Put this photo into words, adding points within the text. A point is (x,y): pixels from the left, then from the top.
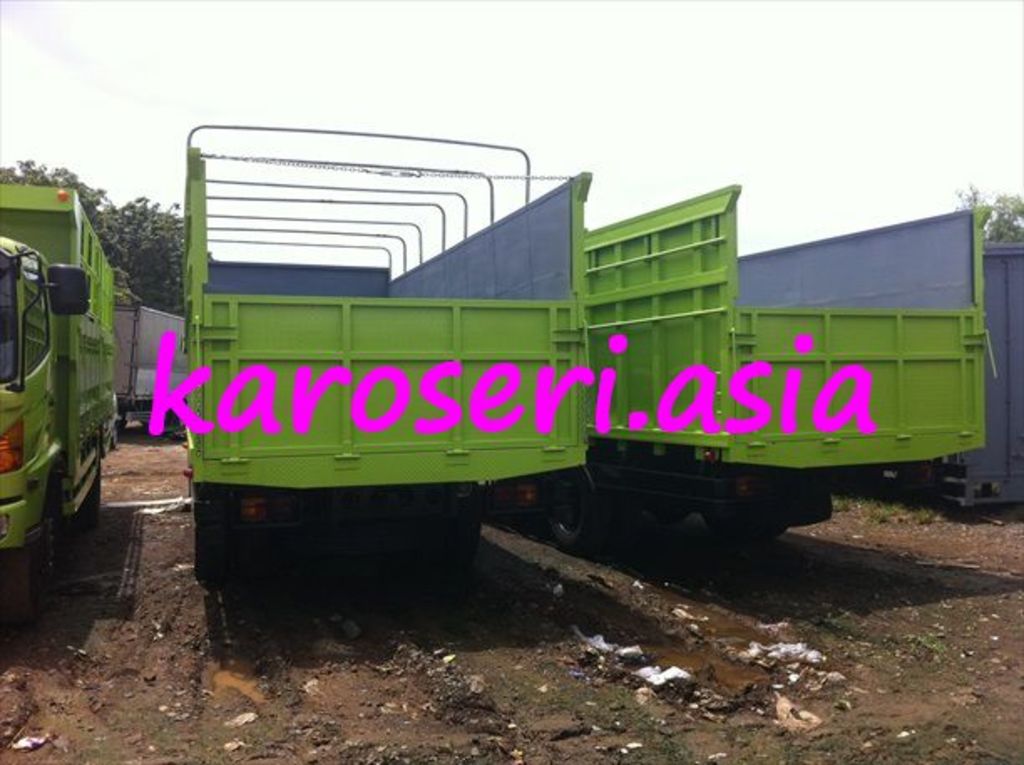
In this image I can see few vehicles (479,306) in green color. In the background (171,270) I can see few trees (161,265) in green color and the sky (396,78) is in white color and I can see something written on the image.
